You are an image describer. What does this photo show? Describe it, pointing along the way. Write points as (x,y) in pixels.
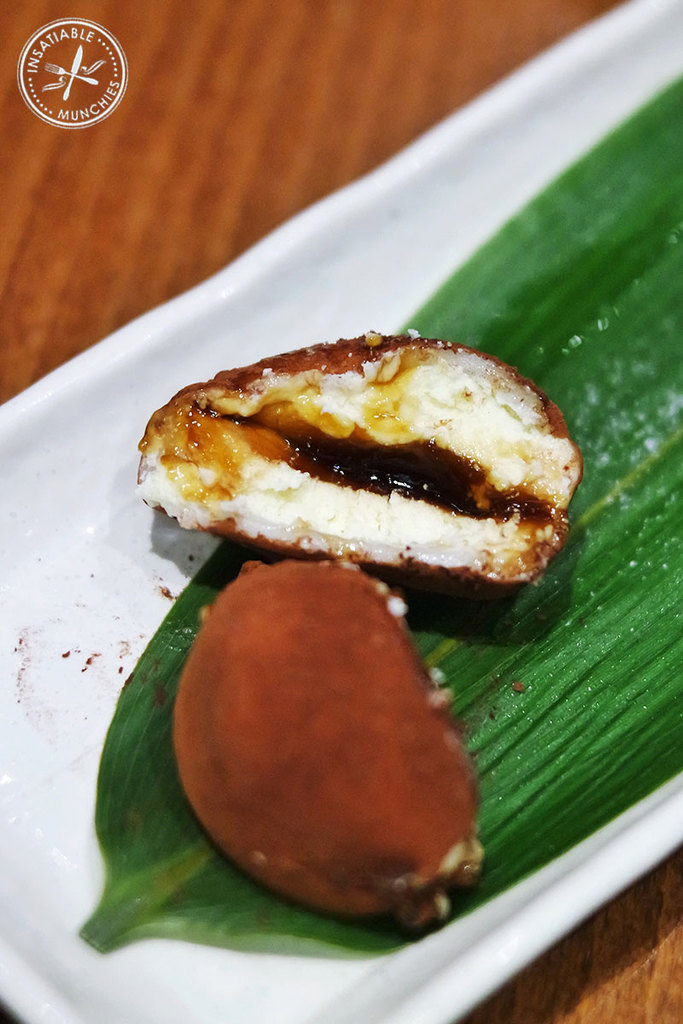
In this picture I can see the food item (450,785) and leaf (648,569) in a white plate (405,265). This plate (379,257) is kept on the table (346,112). In the top left corner (98,63) there is a watermark (90,73).
